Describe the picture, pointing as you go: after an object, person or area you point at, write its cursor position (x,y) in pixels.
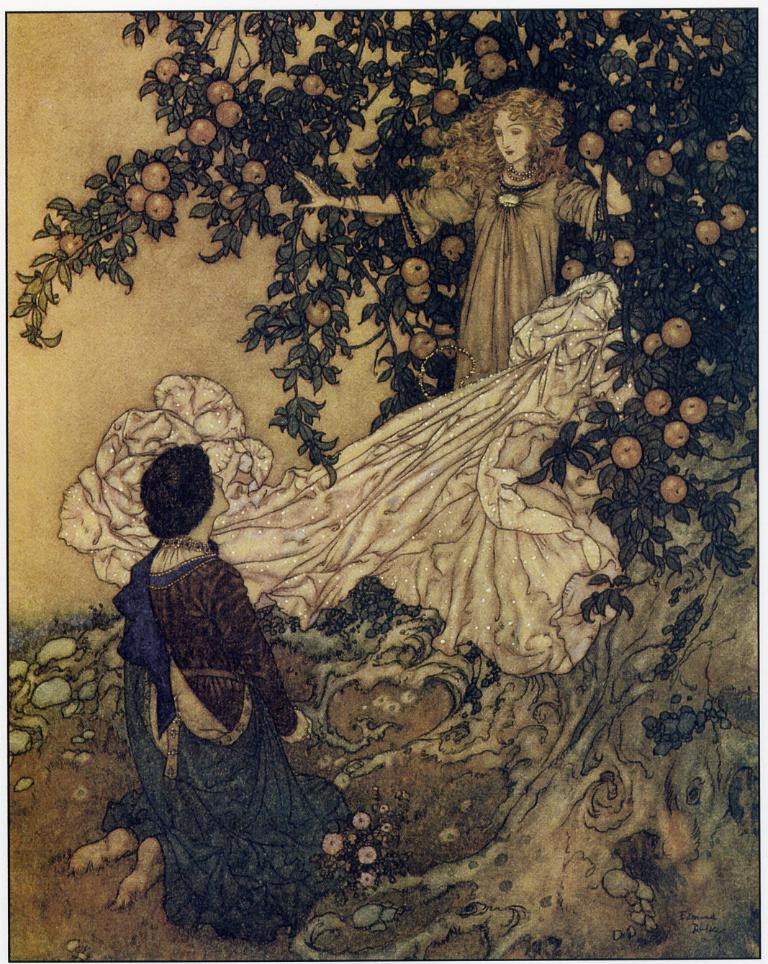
In this image it looks like an art in which there is a girl (468,212) in the middle (479,339) and there are fruits (229,115) around her. On the left side (205,613) there is another person (201,658) who is kneeling down on the ground (60,865). In front of her there is a white colour cloth (446,457). On the ground (69,716) there are stones (67,712). On the right side (653,673) there is a tree (556,724).
